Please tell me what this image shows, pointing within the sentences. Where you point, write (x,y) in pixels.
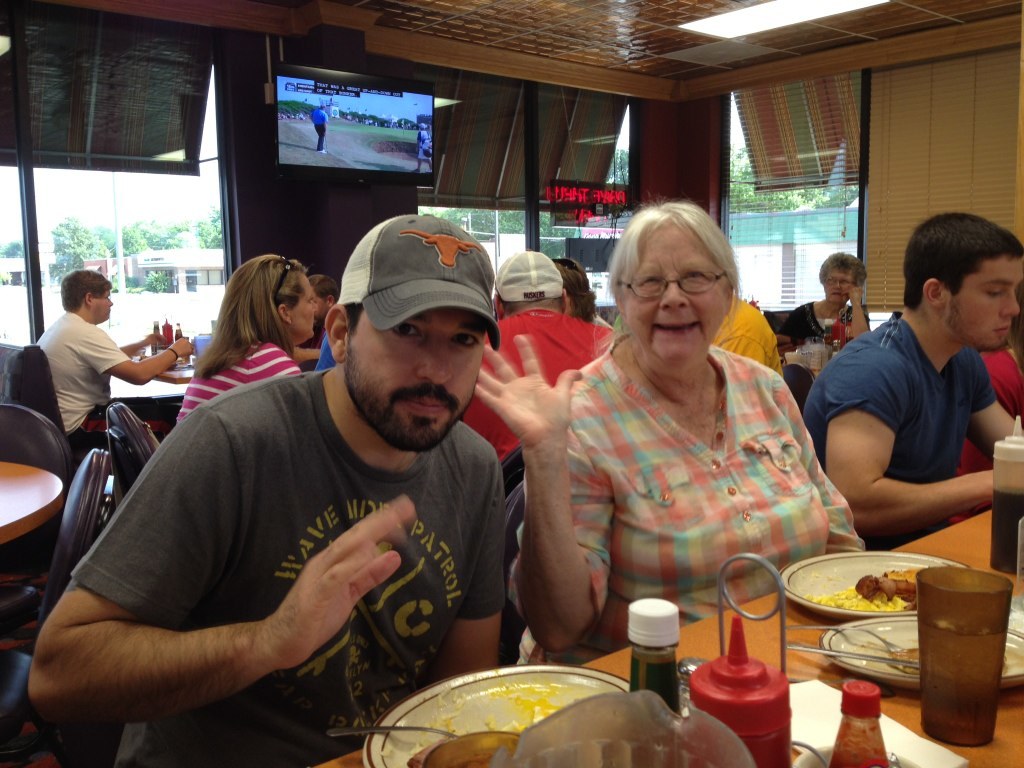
In this image I can see a person (213,597) sitting on the chair (103,740) wearing black t-shirt (283,521). Beside him there is a woman (742,536). In front of these people (681,517) there is table (960,550). I can see three plates (800,600) and bottles (658,671), glass (922,673) and some food (879,588). The person (309,487) who is sitting from the left side (322,485) is wearing a cap (432,282) on his head (431,283). In the background (367,126) I can see a Television (353,121). In the background (106,352) some more people (234,343) are there. Out of this room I can see some trees (144,236) and one pole (117,225).
